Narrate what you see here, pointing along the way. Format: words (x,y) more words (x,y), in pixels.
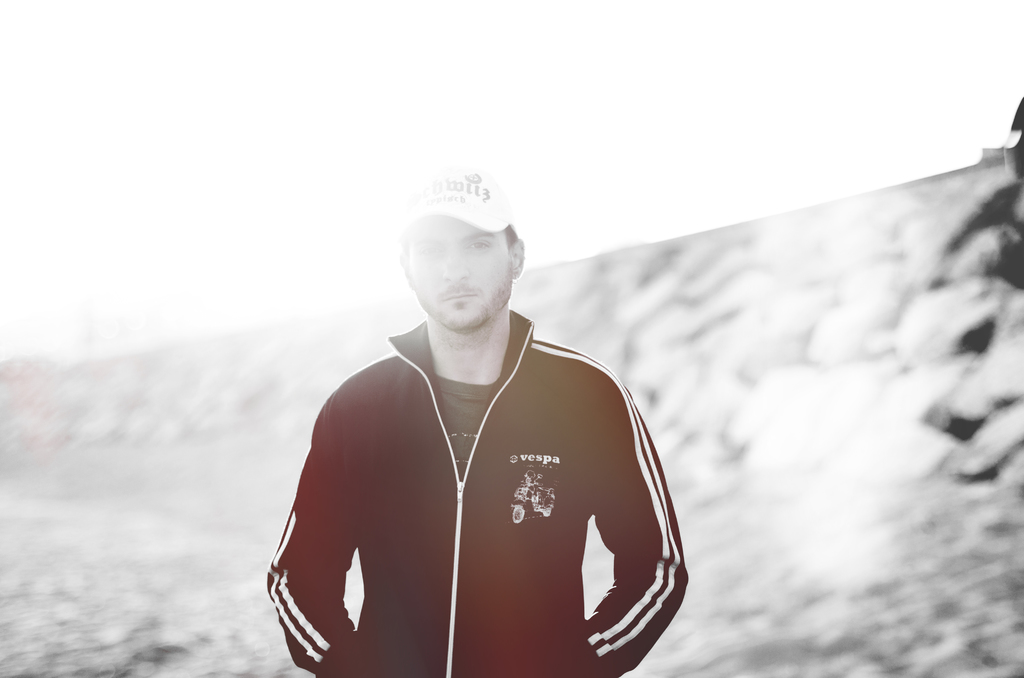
In this image I can see a person (437,455) wearing black and white colored jacket (469,553) and white colored hat (498,207) is standing and I can see the blurry background (157,528).
